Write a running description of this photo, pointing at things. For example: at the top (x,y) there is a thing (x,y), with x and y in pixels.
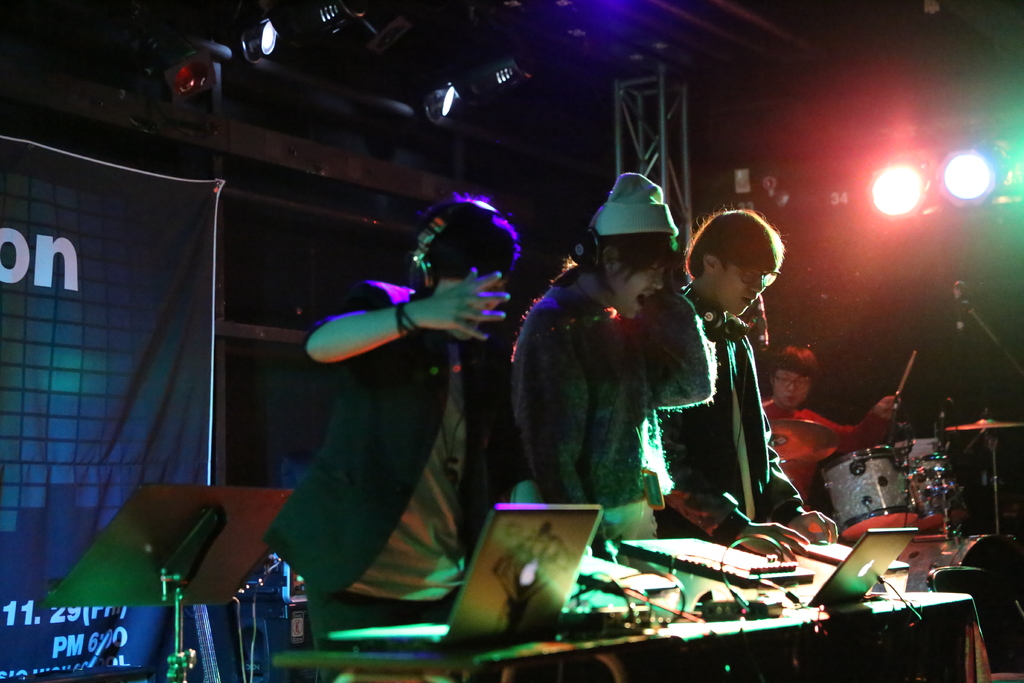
This image is taken in a concert. On the left side of the image (87,223) there is a banner (46,179) with a text (52,625) on it. At the top of the image (331,12) there are a few lights (885,186). On the right side of the image (819,415) a man (776,397) is playing drums (883,446). In the middle of the image (403,423) there is a table (584,648) with a few things (595,623) on it and three men (607,534) are standing on the floor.
